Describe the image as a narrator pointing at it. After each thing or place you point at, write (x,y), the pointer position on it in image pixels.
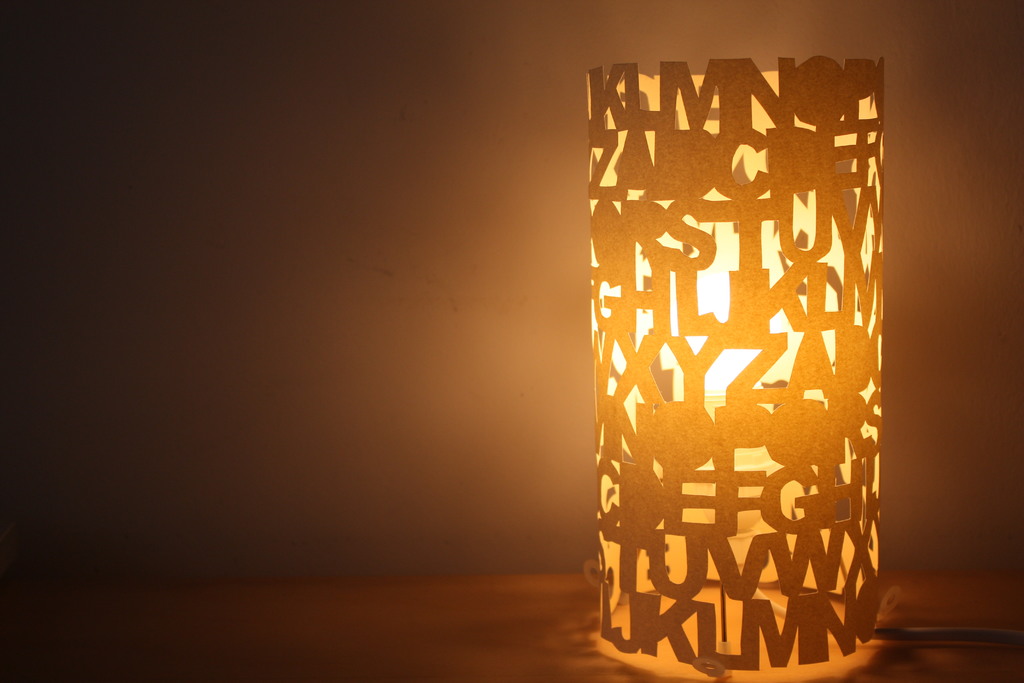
In the picture we can see a light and around it we can see a cardboard (727,501) with alphabets shaped cutting (718,450) to it.
